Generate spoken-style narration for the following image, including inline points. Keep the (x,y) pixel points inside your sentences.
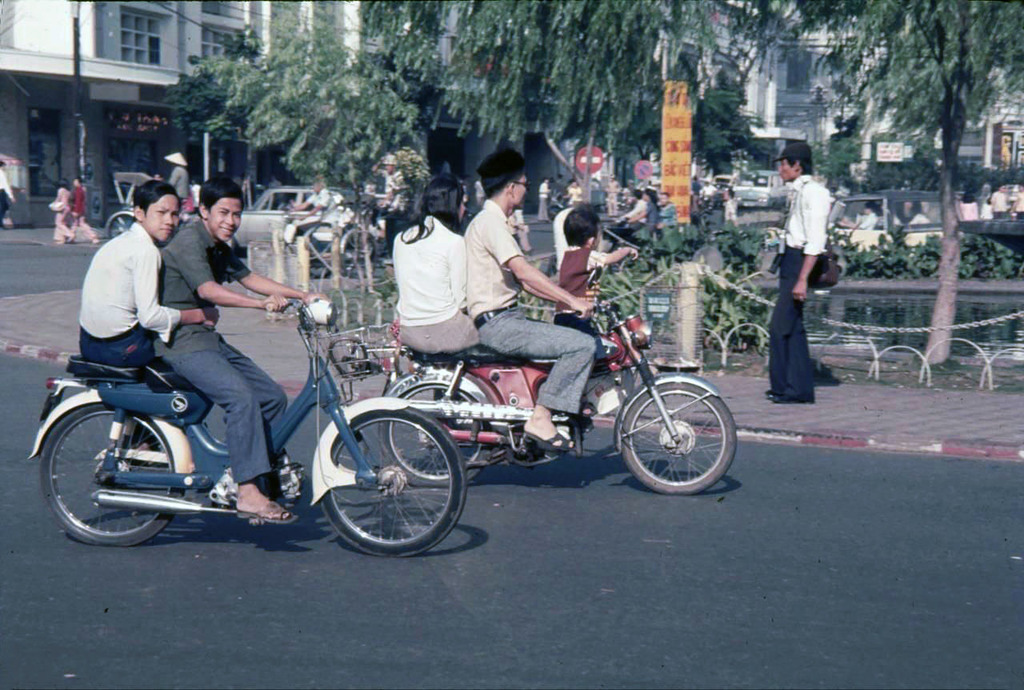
In this picture we can see some people (209,385) on the motor vehicle (417,383) and on the foot path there is a person (806,287) and also some trees (284,87) and buildings (216,56) around them.
